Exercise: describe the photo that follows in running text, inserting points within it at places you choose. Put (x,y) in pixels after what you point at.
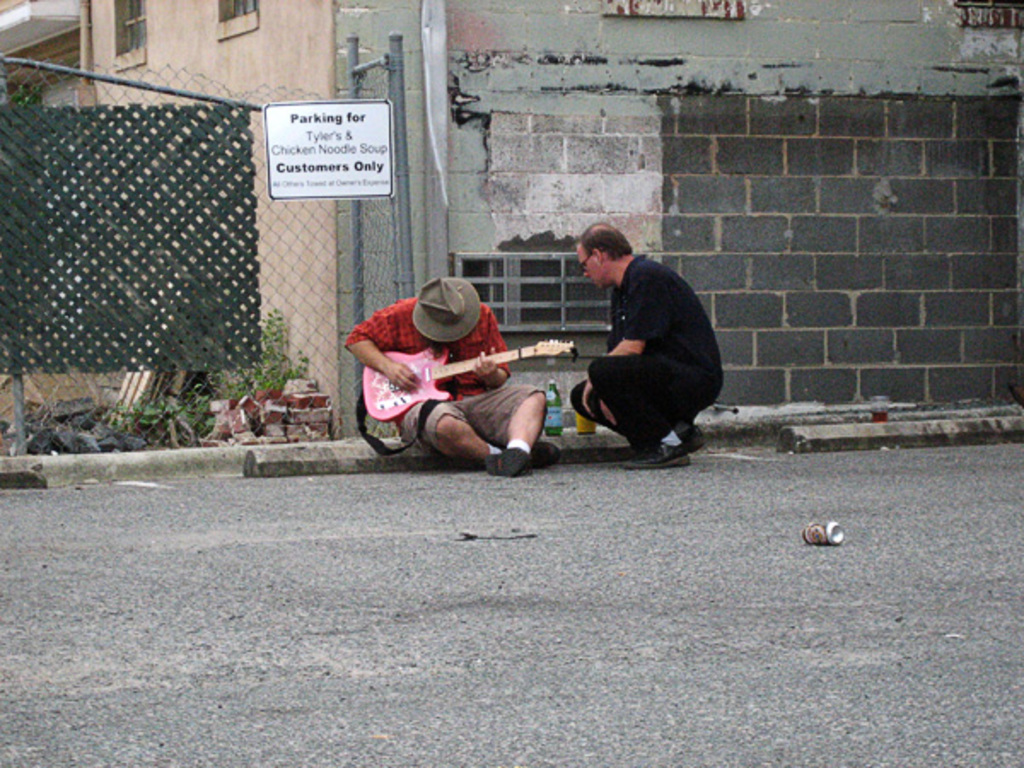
In this picture we can see two persons (477,395) sitting on the road (339,506). He is playing guitar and he wear a cap (451,296). On the background (856,207) there is a wall (863,204). Here we can see a bottle (553,397) and this is board (340,161).
